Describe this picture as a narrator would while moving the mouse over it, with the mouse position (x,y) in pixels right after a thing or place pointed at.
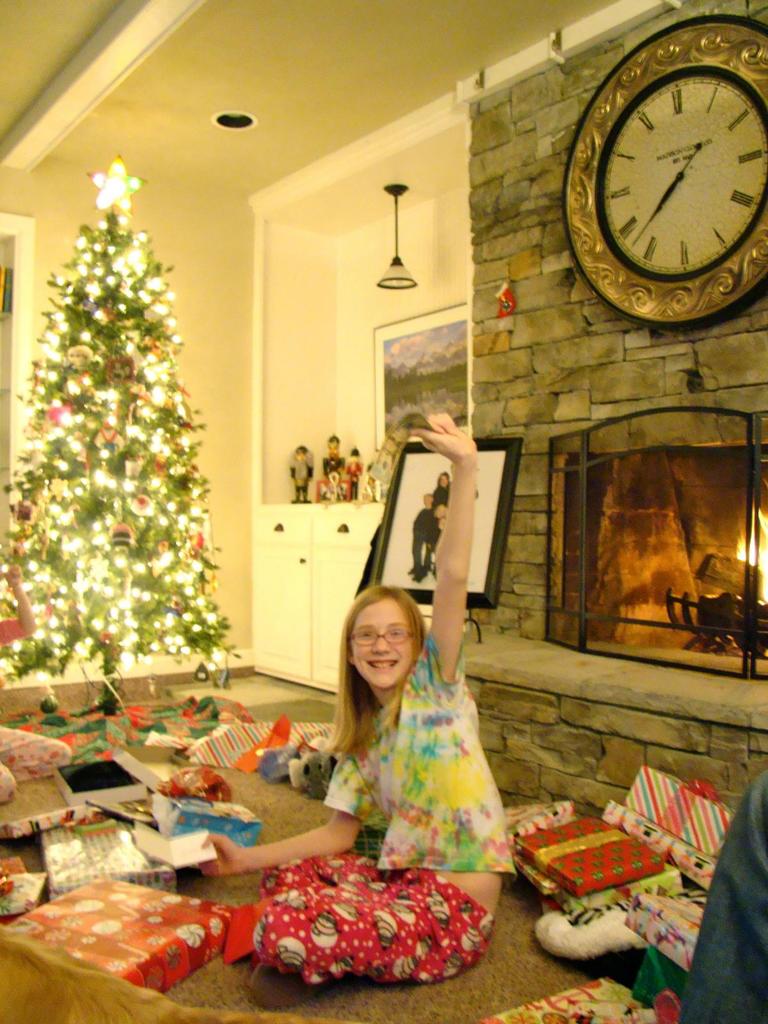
This is a picture of inside of the room (610,767), in this image in the center (365,642) there is one girl (365,787) who is sitting and she is holding a book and beside her there are some gifts (546,851) and some boxes (111,787). In the background (68,583) there is a tree (74,413), on the tree (61,400) there are some lights (61,524). On the right side (615,304) there is one clock (576,165) on the wall (529,451), and also there are some photo frames (403,366). In the center (293,576) there are some cupboards (296,516), on the cupboards (325,507) there are some toys (325,467). At the top of the image (247,104) there is ceiling (283,104) and lights (239,128).
